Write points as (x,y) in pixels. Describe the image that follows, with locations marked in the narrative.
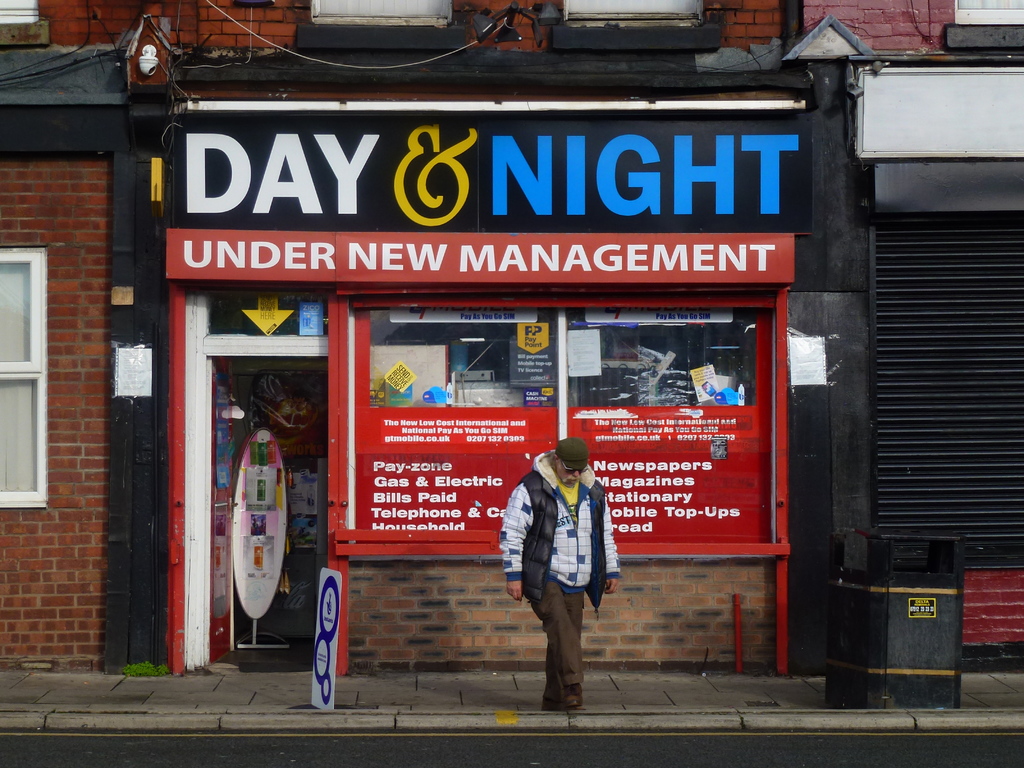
In this image in Center (555,485) there is a man (569,566) standing. In the background (355,373) there is a building (396,335) and on the building (374,289) there is a board (375,192) with some text (447,265) written on it. In front of the building (786,585) there is an object (901,641) which is black in colour and there is a board (337,632) with some text (319,660) which is white and blue in colour.
